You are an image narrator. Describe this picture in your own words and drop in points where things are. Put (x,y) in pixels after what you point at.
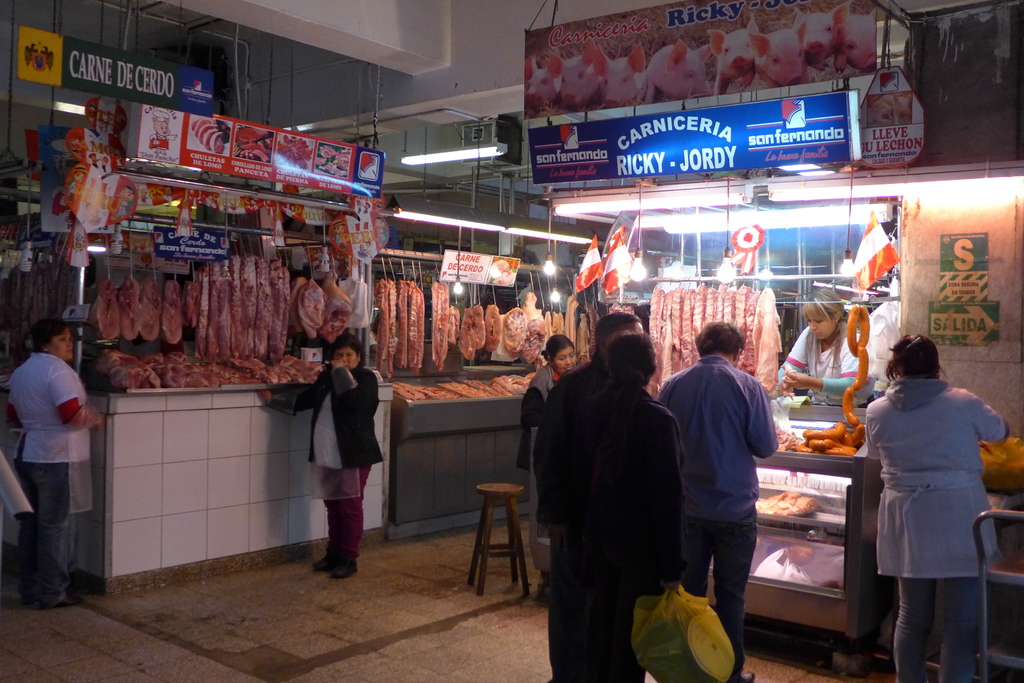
In this picture we can see some people (264,393) on the ground (311,572), meat (491,334), stool (474,572), flags (619,273), posters (948,236), name boards (194,89), light (593,210), walls (496,10) and some objects (486,414).
